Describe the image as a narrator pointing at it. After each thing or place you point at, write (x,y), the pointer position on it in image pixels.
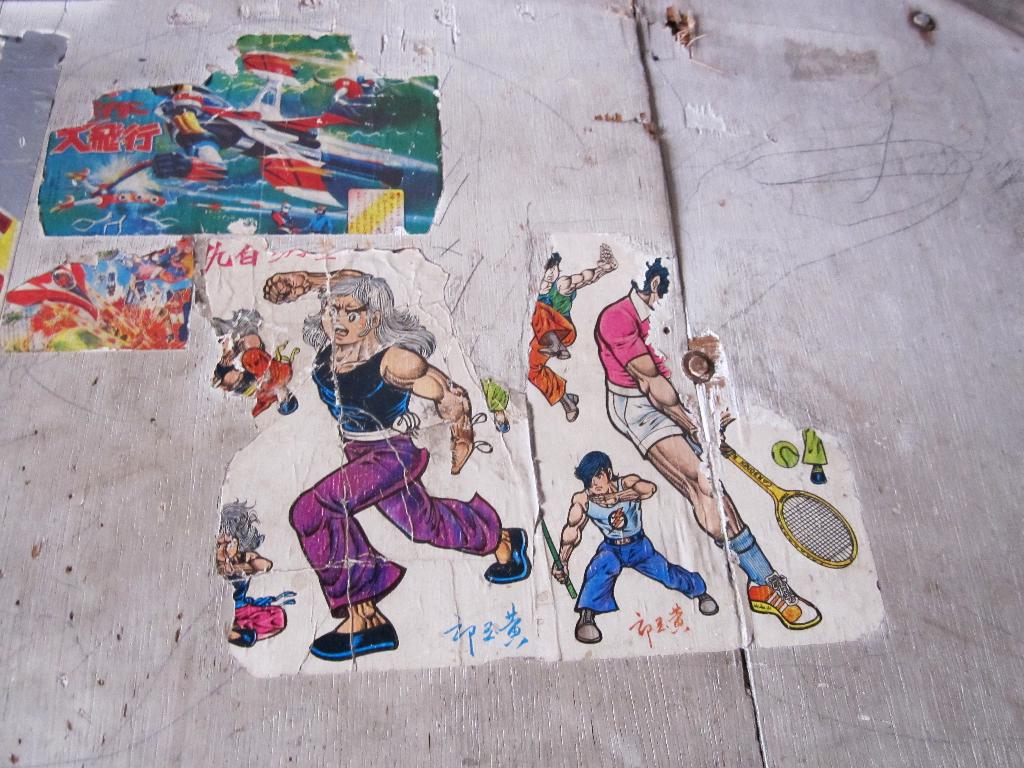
In this image we can see cartoon stickers (436,335) are attached to the wooden surface (483,250).
